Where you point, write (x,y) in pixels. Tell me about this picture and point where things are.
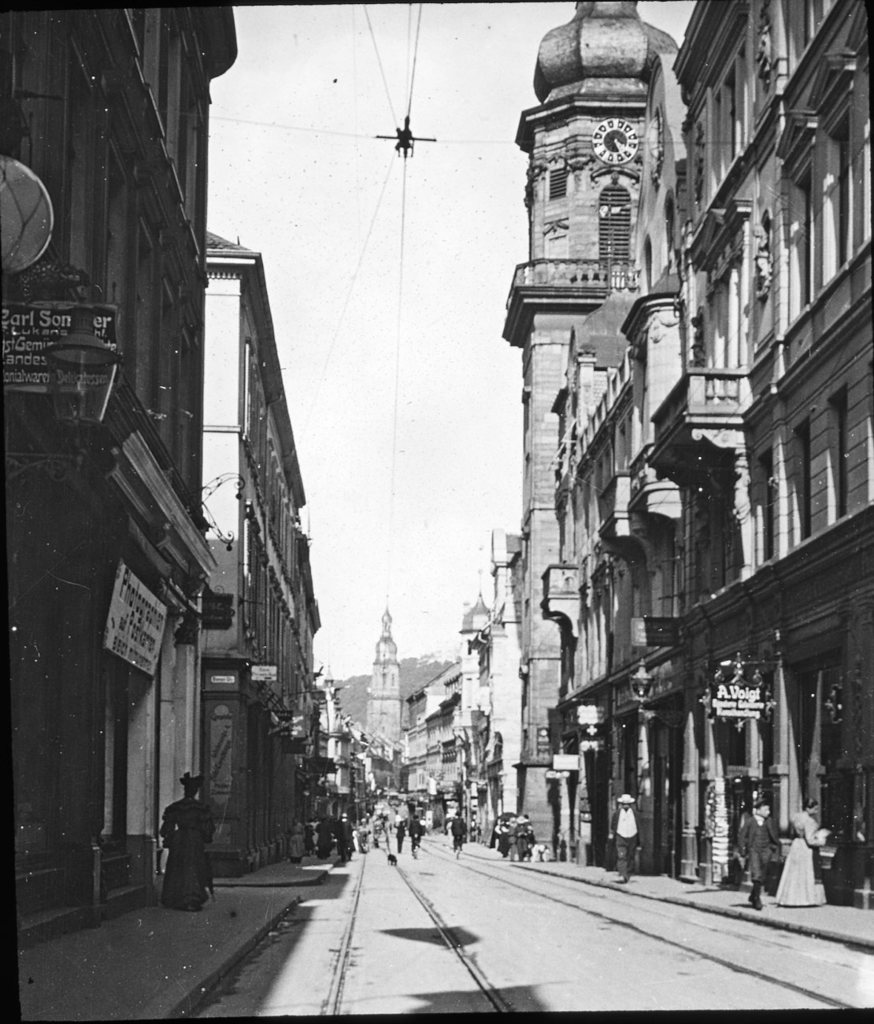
There are buildings (569,494) on the right (733,419) and left side of the image (260,718), there are posters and stalls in the image, there are people (524,820) at the bottom side of the image (444,829), there are wires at the top side (381,138) and there is clock tower (604,155) on the right side of the image (583,53).
